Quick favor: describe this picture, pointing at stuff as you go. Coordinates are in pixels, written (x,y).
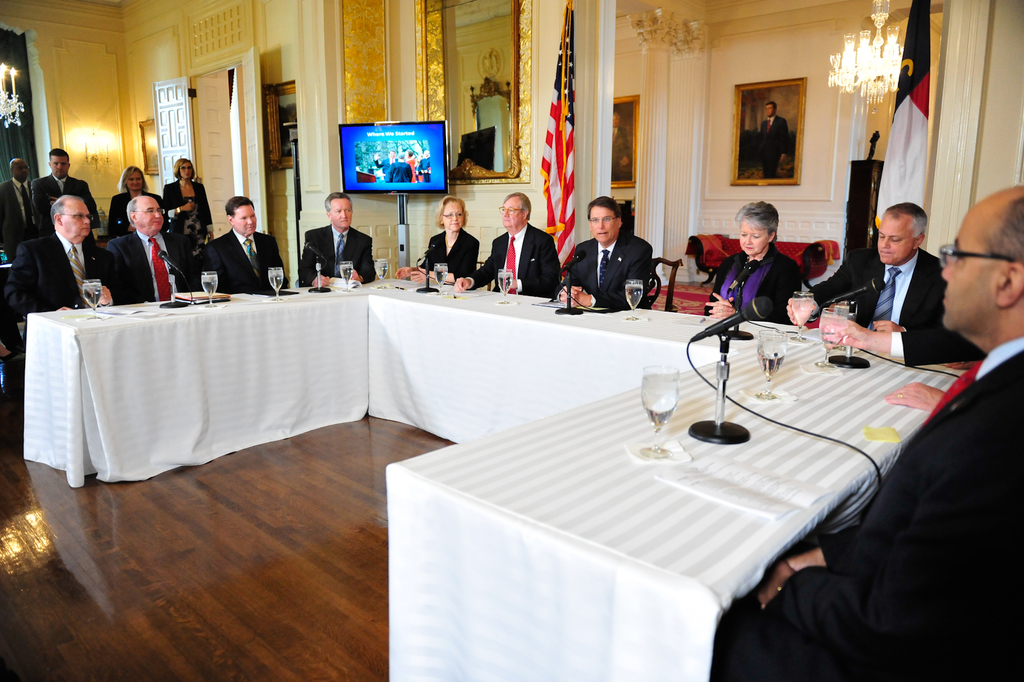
This is an image clicked inside the room (382,466). In this we can see few people (628,252) are sitting around the table (544,341) which is covered with a white cloth (493,378). On the table (442,368) there are some glasses (208,290). In the background (376,158) there is a television (363,158) and wall (401,11). Few frames (761,96) are attached to this wall (753,73). At the back of the people (537,252) there is a flag (562,179). On the top right side of the image (848,69) I can see a chandelier (860,65).
